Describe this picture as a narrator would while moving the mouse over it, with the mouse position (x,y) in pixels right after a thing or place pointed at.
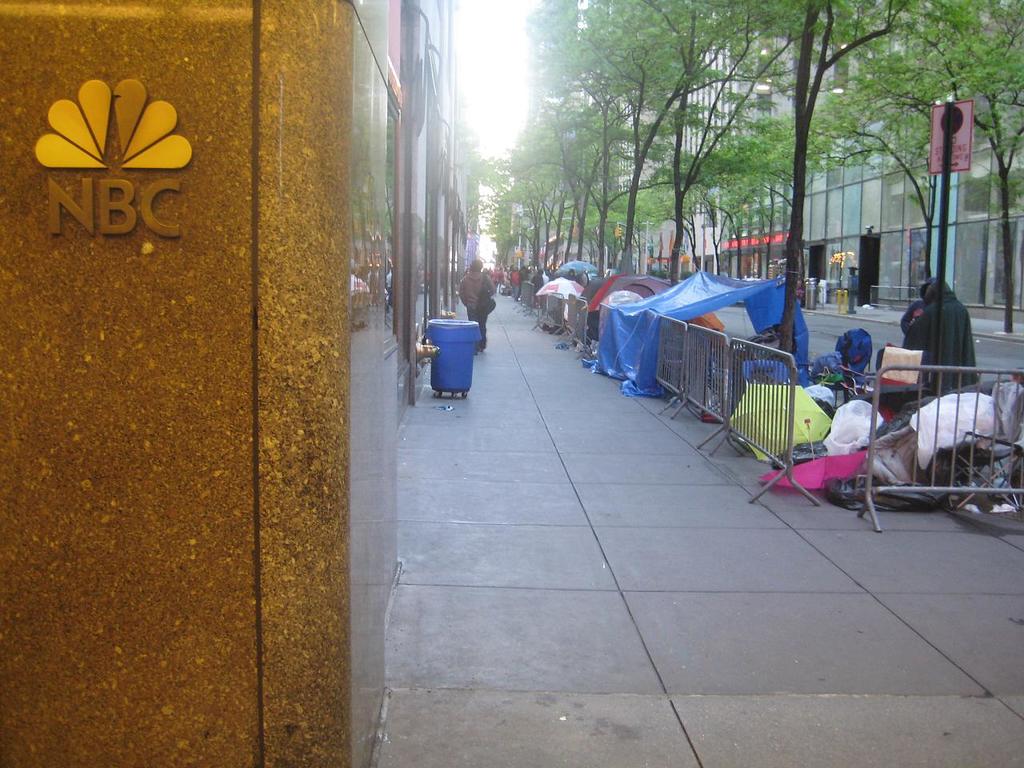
In the foreground of this image (231,578), on the left (231,504), there is a wall (194,142) and some text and logo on it. On the right (916,186), there are trees (589,164), buildings (870,202), boards (960,154), covers (628,281), umbrellas (566,268), railing (765,406), few objects (889,462) and few people (927,337) standing and walking on the pavement (512,342). We can also see a dustbin like an object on the pavement (496,344). At the top (507,63), there is the sky (505,64).
